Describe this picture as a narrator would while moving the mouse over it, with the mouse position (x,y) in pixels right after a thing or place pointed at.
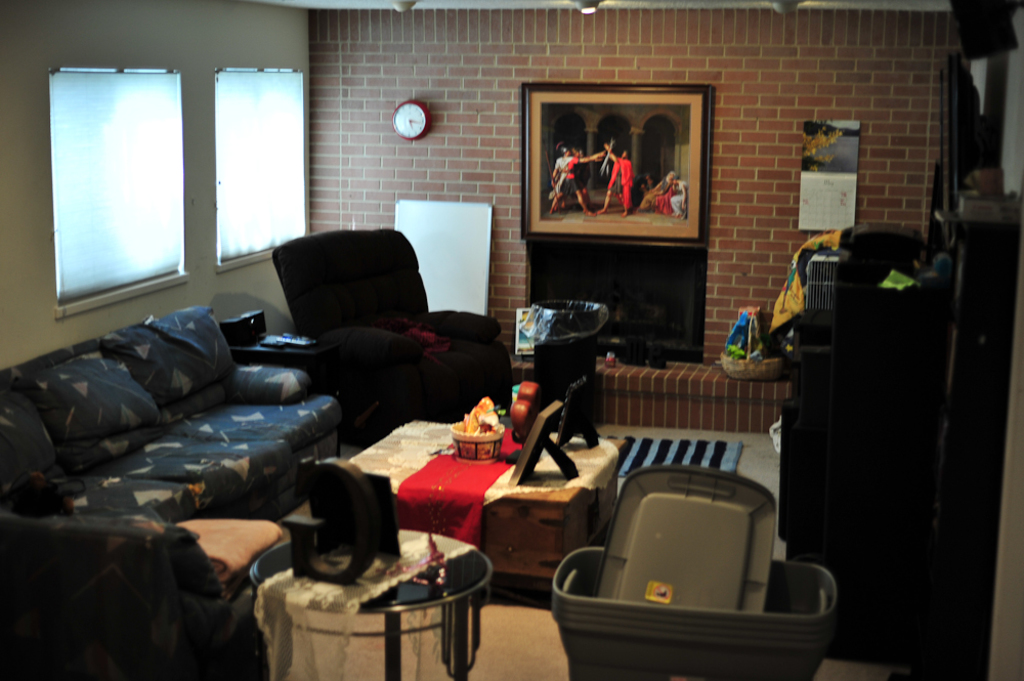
This is a picture of the inside of the house (247,286) In this image. On the left side (167,405) there is couch (196,390) and on the top of the left side there is wall (45,64) and two windows (109,143) are there and in the background (682,47) there is wall (443,46) and on that wall (396,89) there is one photo frame (575,143) and beside that photo frame (687,142) there is one clock (427,119) and beside that photo frame (708,141) there is one calendar (819,180) and in the middle (434,452) there is one table (425,460) on that table (485,482) there are some baskets (476,439), photo frames (574,410), and fruits (493,431), are there. Beside that table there is another table (404,587) and that table (350,593) is covered with a cloth (323,592) and on that table (373,570) there is one decoration (365,547) beside that table (420,607) there is one plastic box (597,620) and on the right side of the image (920,371) there is one cabinet (914,444).
